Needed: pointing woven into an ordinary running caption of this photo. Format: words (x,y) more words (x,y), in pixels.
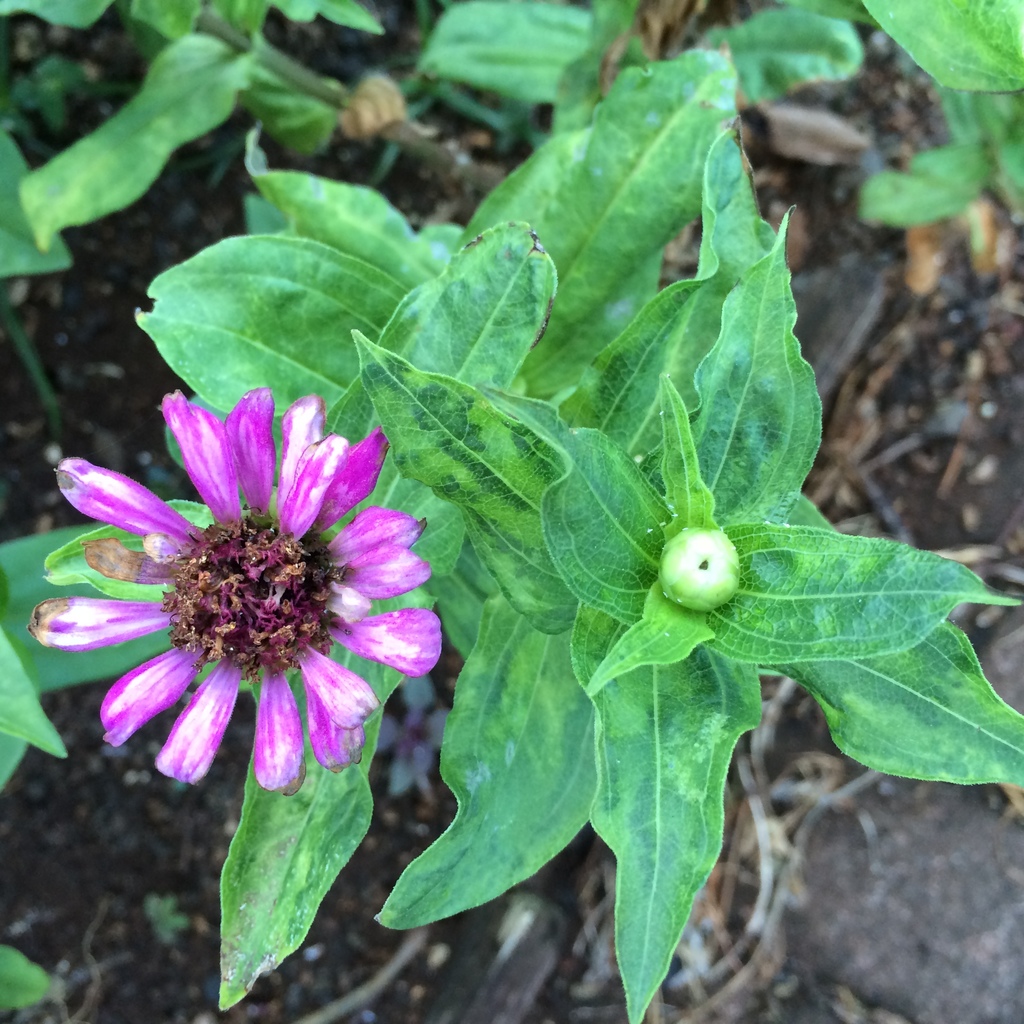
In this image we can see a flower (352,619), a bud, also we can see plants (568,448), and the background (929,190) is blurred.
